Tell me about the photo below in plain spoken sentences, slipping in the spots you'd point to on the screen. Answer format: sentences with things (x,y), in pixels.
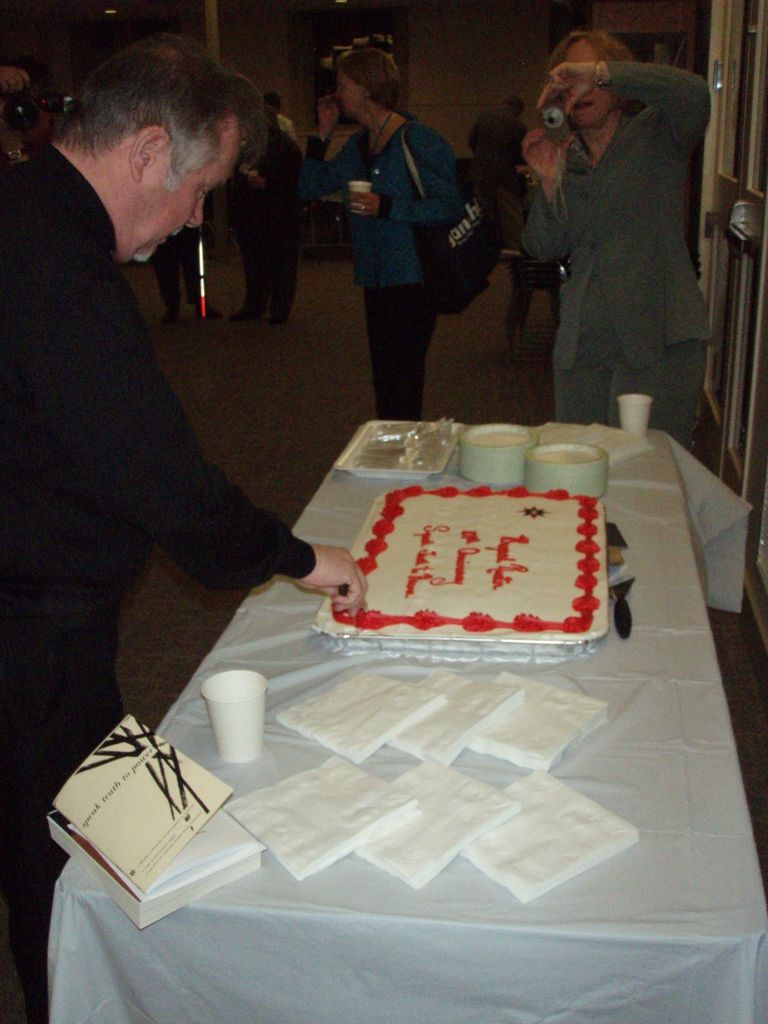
In this image there is a man (0,471) standing in the left side (30,985). He is cutting a cake (598,570) which is kept on this table (627,695). There is a woman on the right side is clicking an image.
